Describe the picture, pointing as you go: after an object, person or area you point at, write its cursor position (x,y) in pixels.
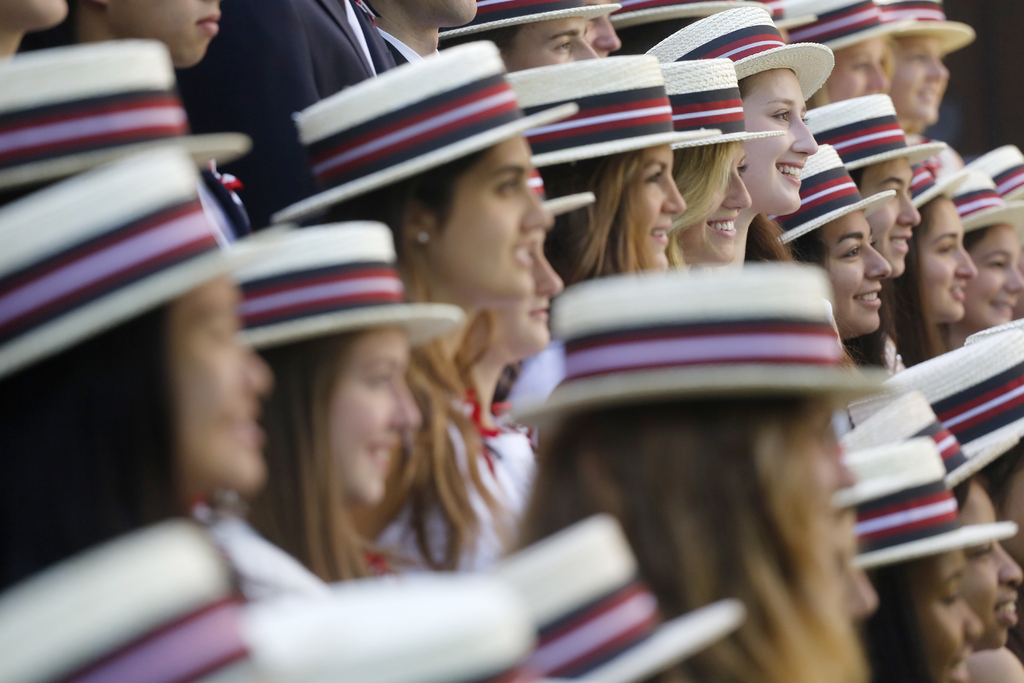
In the image there are many women (518,382) standing with same color hat (578,305) over their head (174,304) and all the women (613,255) are smiling.
